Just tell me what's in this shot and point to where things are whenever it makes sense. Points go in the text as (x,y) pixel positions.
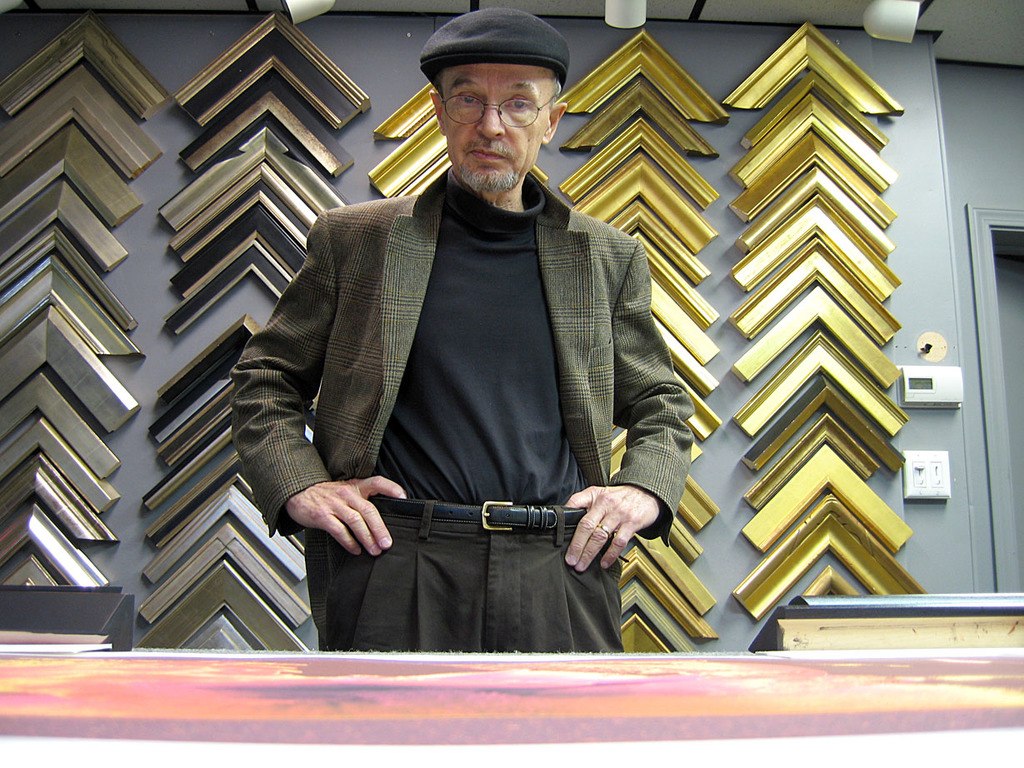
In this image there is a person (482,289) wearing blazer (591,362) and belt (514,526). He is standing behind the table (678,711) having few objects (540,669) on it. He is wearing spectacles (502,110) and a cap (498,44). Behind him there is wall (944,335) having wooden frames (800,470) attached to it.
